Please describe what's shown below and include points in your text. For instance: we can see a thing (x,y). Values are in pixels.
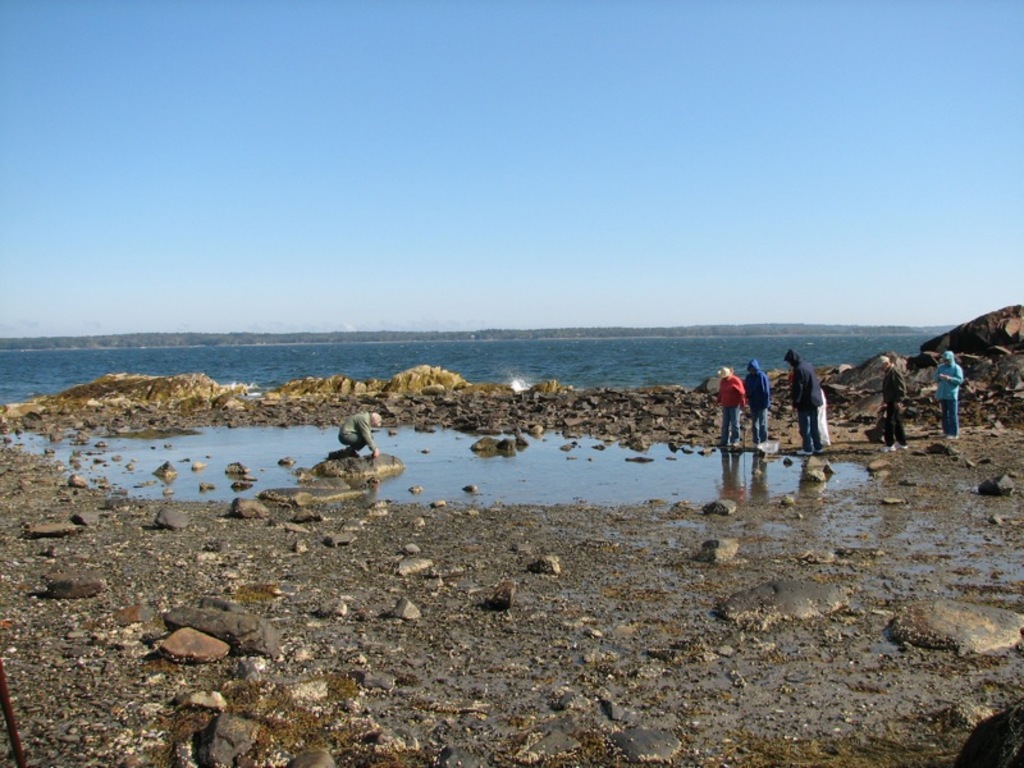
In this image there are a few people (894,412) standing, around them there are rocks (326,491) and water (386,490) and there is a person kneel down on a rock (356,459), in the background of the image (353,357) there is a sea (244,358) and there are mountains (470,332).
